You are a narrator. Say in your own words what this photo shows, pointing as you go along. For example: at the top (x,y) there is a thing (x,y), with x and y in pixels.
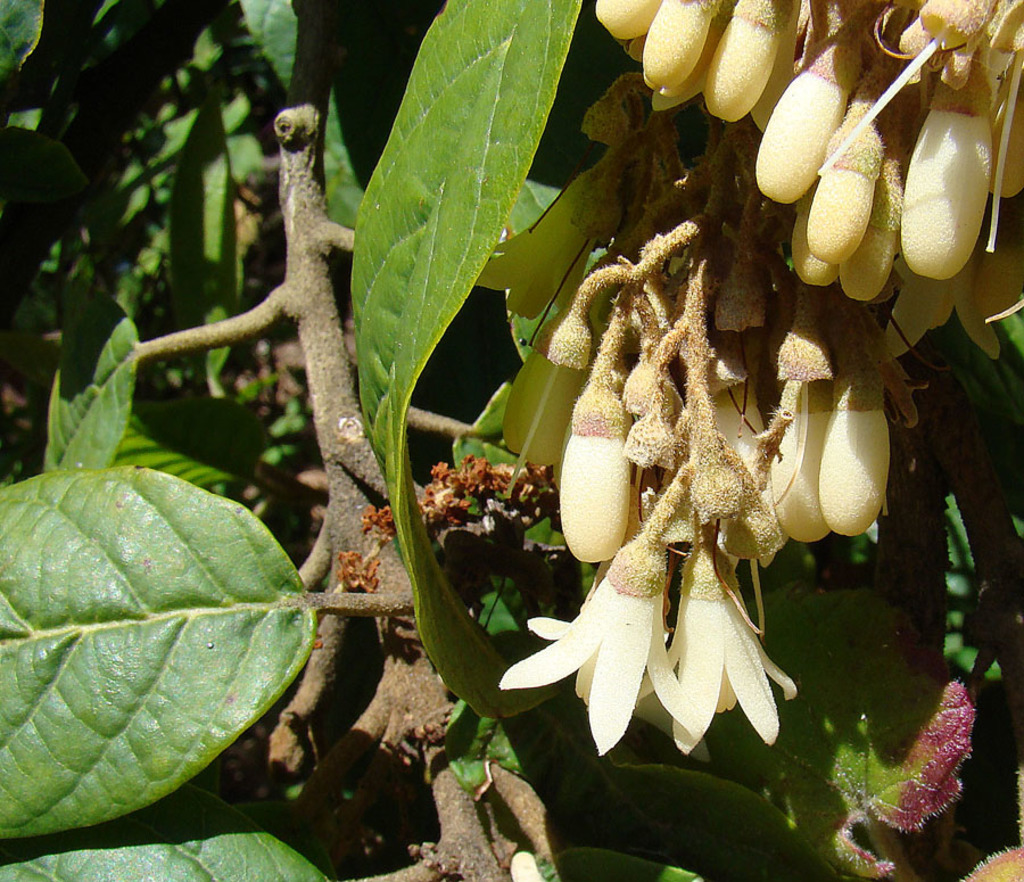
In this image, we can see trees (388,666) with flowers (619,708), buds (798,499) and leaves (6,730).
